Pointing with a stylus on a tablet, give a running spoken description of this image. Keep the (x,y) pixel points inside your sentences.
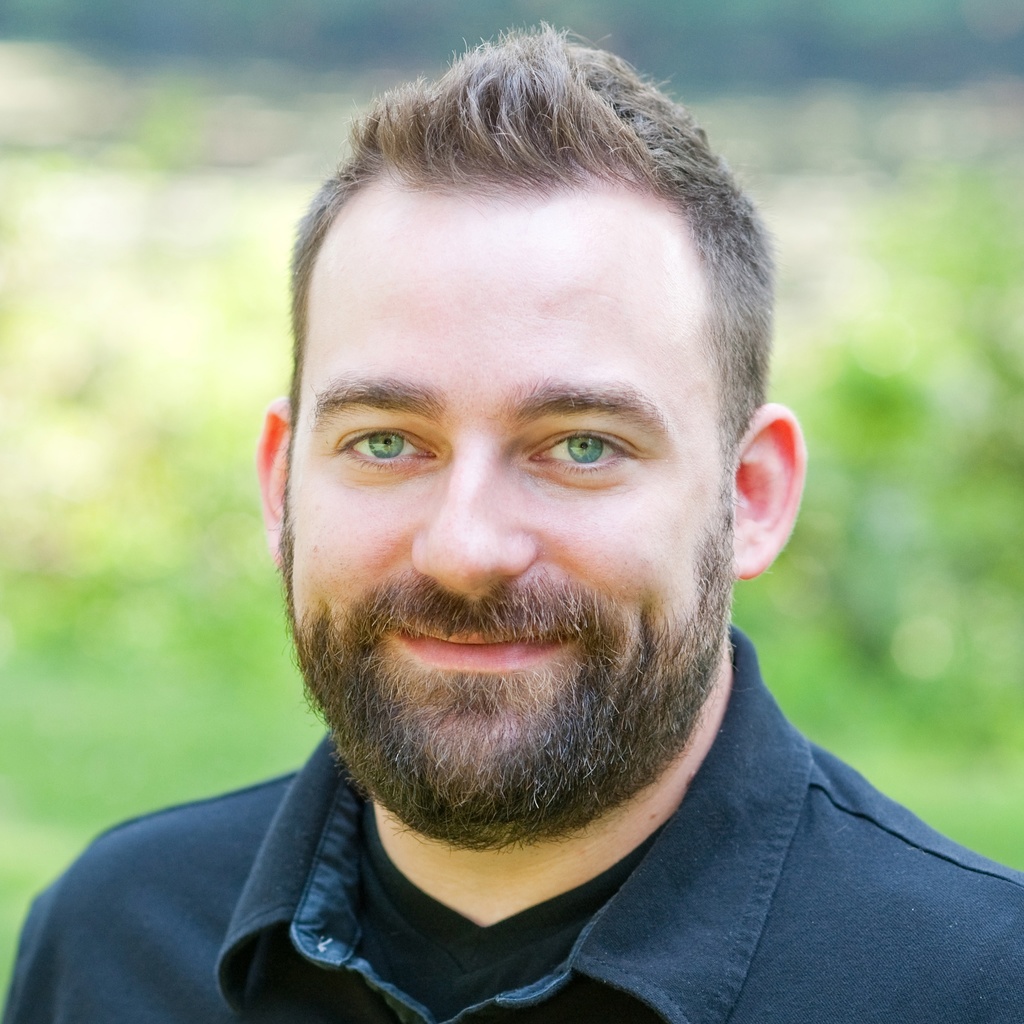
In this picture I see there is a man (213,907), he is wearing a blue shirt (169,951) and he is smiling, he has mustache (446,621) and beard (335,619). The backdrop (947,572) is blurred.
